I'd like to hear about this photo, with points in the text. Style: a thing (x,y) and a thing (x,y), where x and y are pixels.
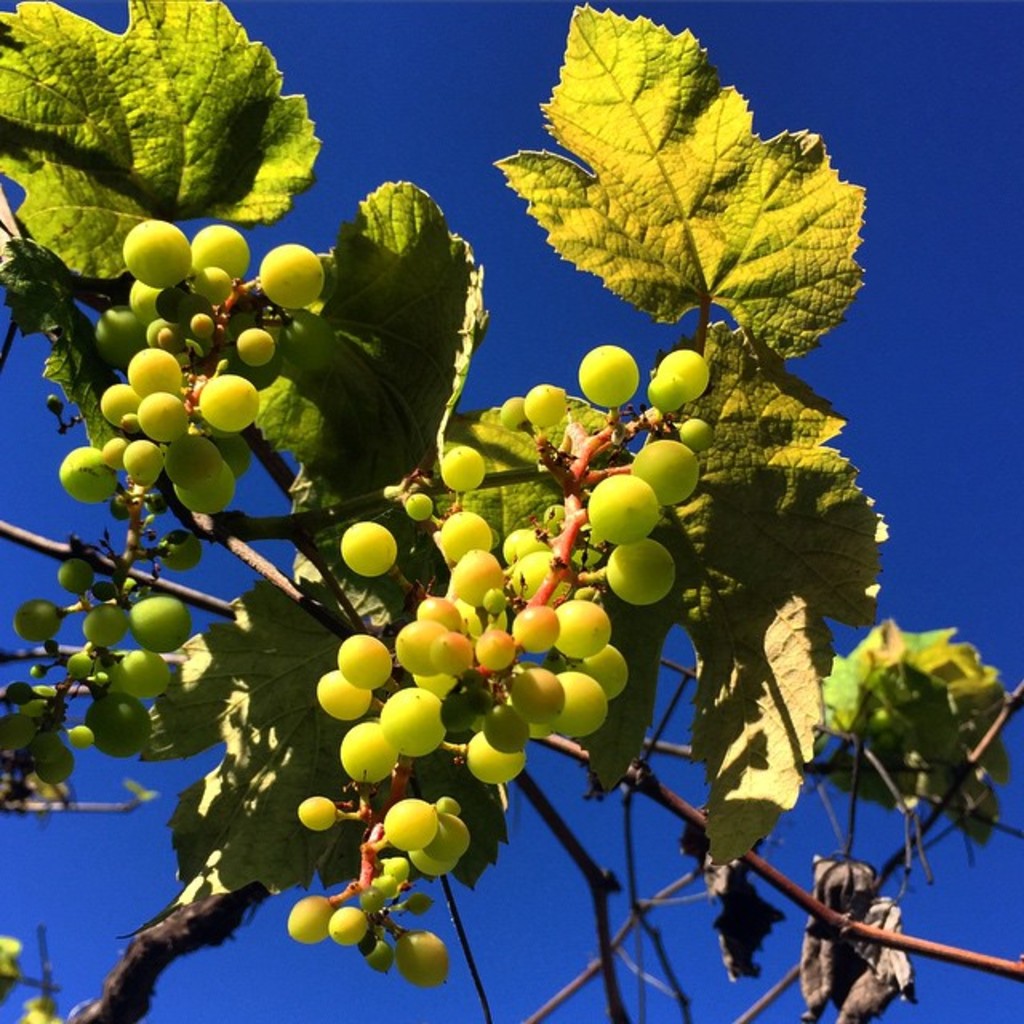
In this image we can see the green color grapes (577,648) with the leaves (210,176) and also stems (584,750). In the background (586,906) we can see the sky (449,155).
